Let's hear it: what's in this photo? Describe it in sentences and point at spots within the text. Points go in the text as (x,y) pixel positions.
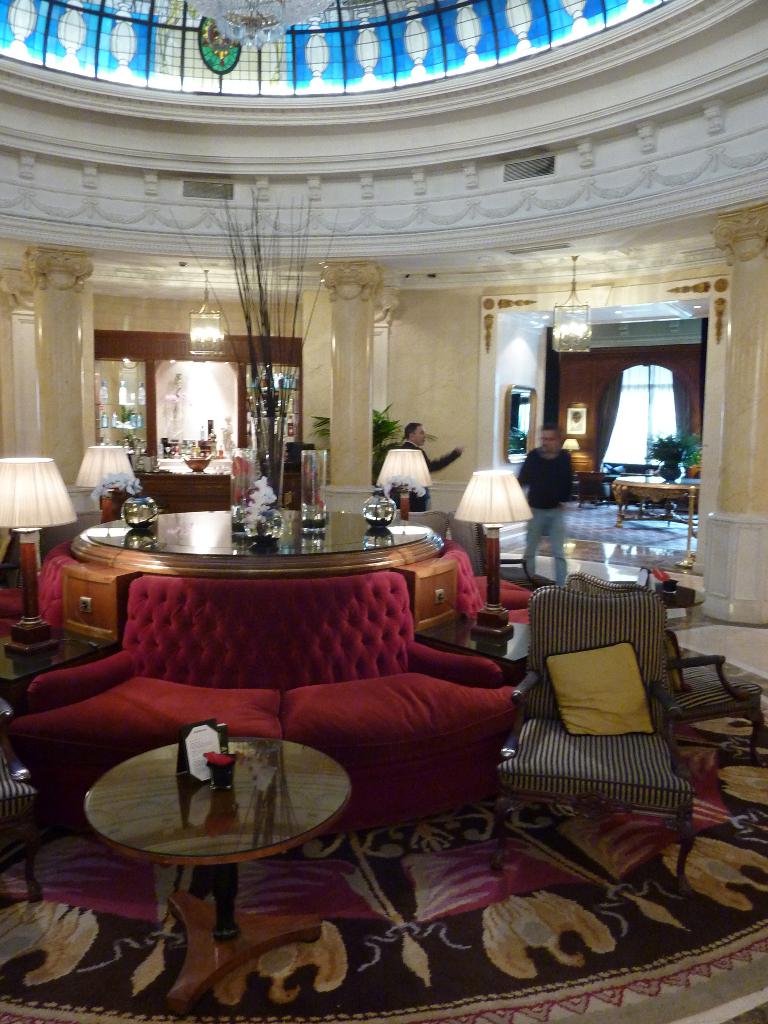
In this picture we can see inside view of a building (255,249) with tables (311,757), sofa (300,733), chairs (540,701) and pillows (576,705) on it and on table (145,542) we can see jars (377,493), lamp (395,476), flower vase (279,458) and in background (60,301) we can see pillar (62,403), window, lamp (574,337), curtain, flower pot (690,445), two persons (558,464).
